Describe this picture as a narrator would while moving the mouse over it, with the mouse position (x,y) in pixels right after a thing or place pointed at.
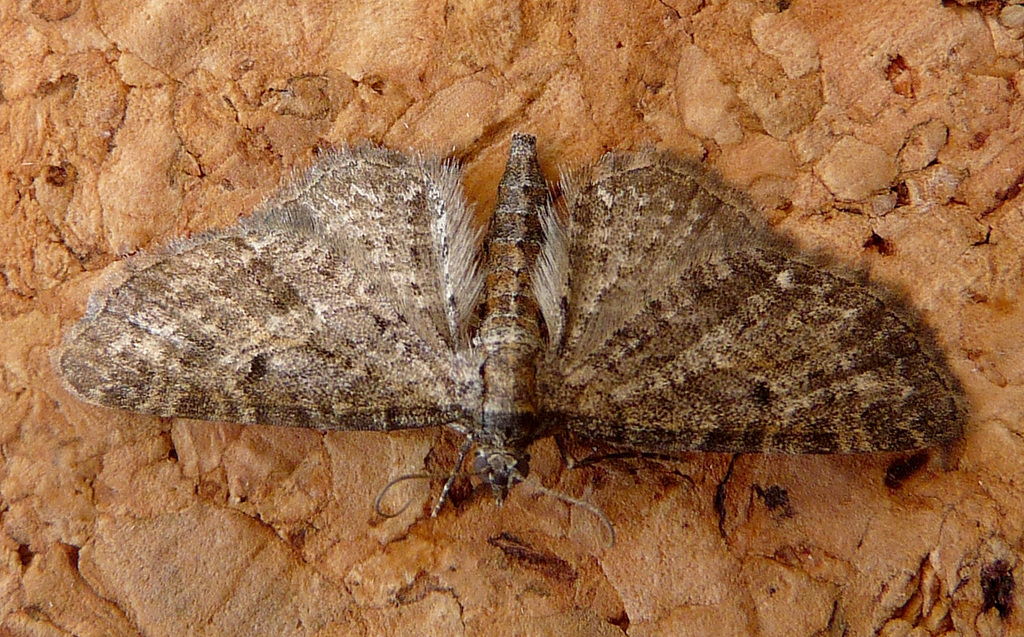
This image is taken outdoors. In the background (462,557) there is a rock (126,250). In the middle of the image (389,323) there is a moth (579,398) on the rock (946,343).
